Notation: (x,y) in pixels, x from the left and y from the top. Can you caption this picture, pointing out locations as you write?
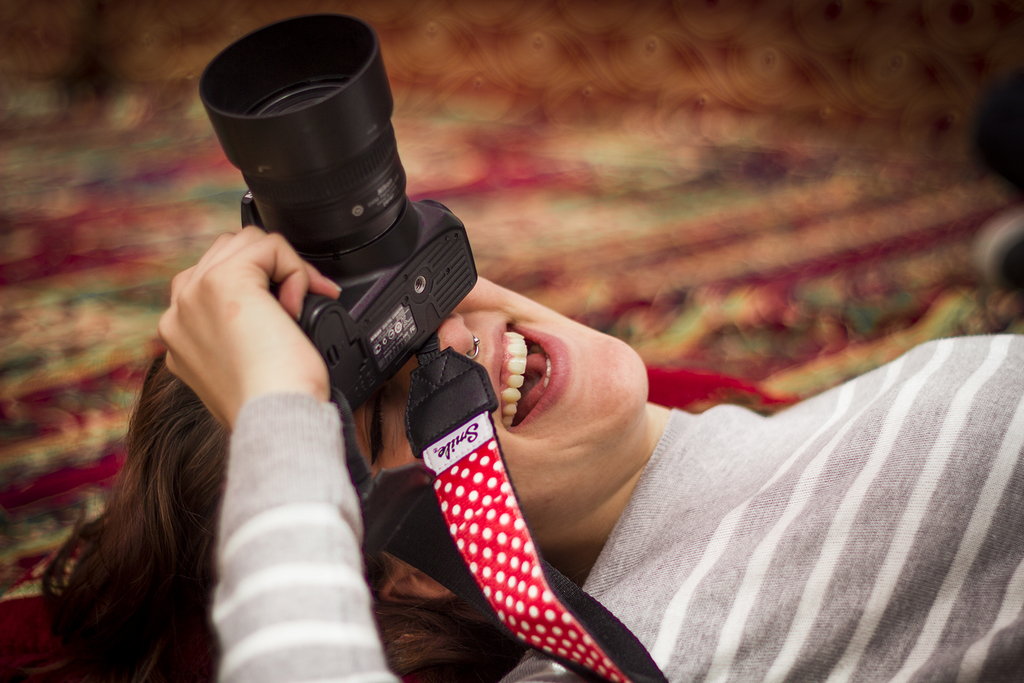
In this image I can see a girl (617,554) lying on the floor (25,528) holding a camera (469,267).
